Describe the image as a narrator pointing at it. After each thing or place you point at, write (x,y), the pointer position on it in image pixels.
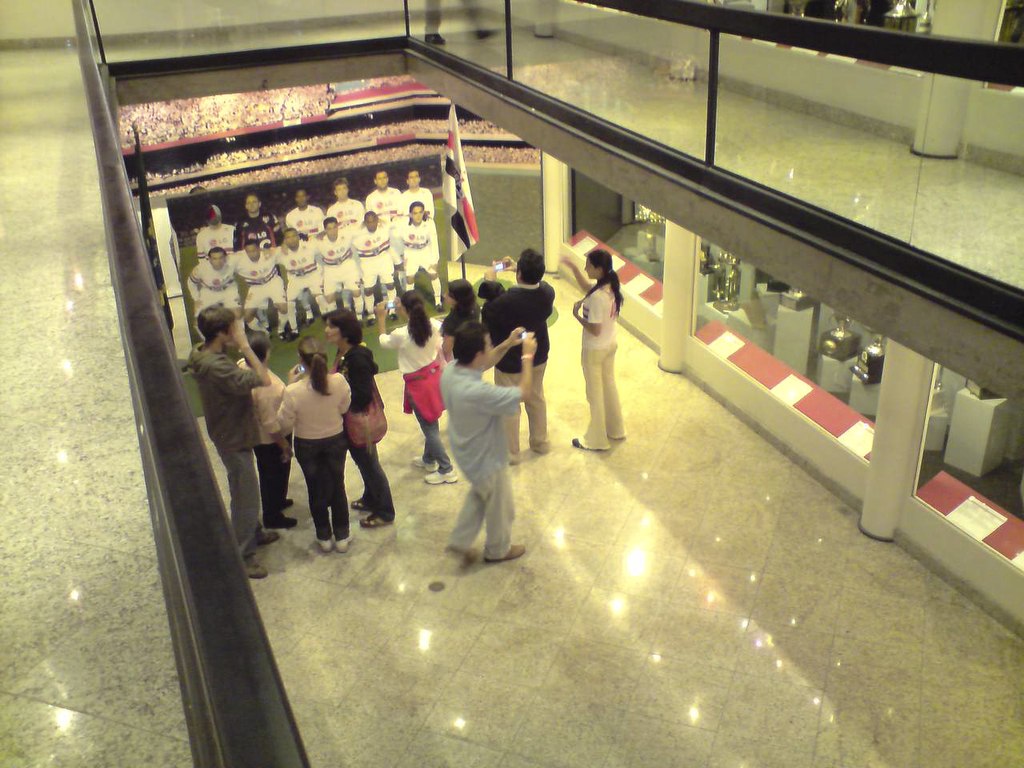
In this image we can see some people (458,395) standing on the floor (445,507) by holding cameras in their hands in front of a photograph (384,297). In the background (336,57) we can see railings (808,133), trophies (731,287) and pillars (546,233).
